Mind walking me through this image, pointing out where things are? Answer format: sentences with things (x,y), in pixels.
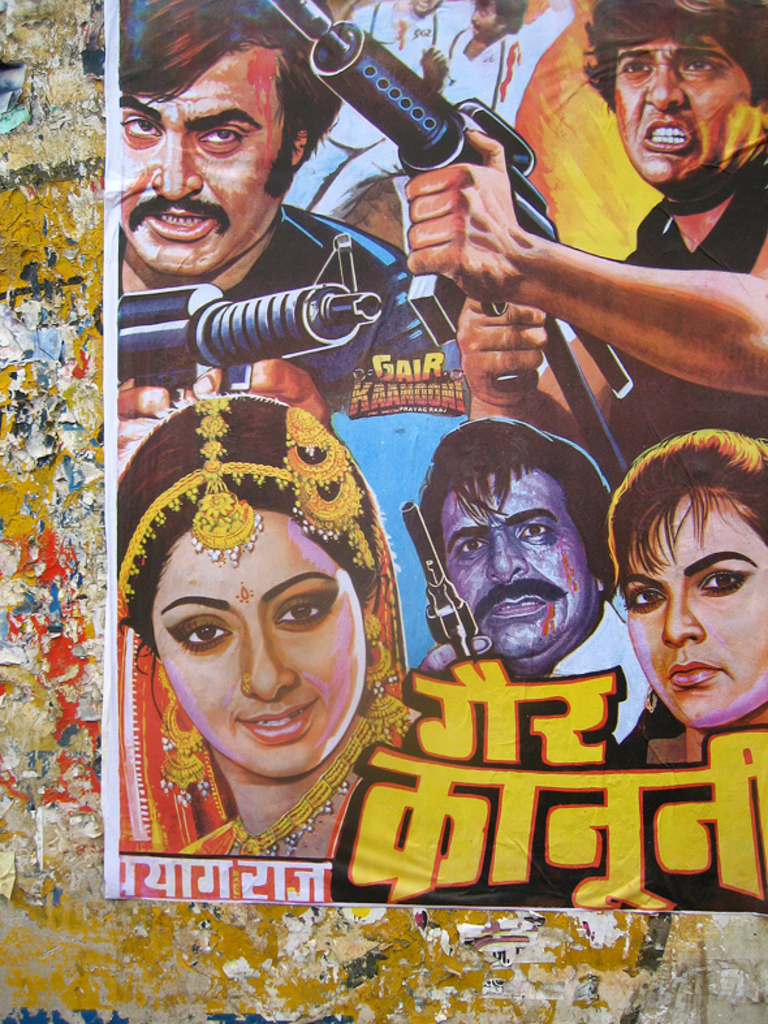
In this image I can see the poster (585,270) in which I can see the group of people (242,669), few people (616,312) are holding something and something is written on it. The poster (170,236) is attached to the wall (64,386).
